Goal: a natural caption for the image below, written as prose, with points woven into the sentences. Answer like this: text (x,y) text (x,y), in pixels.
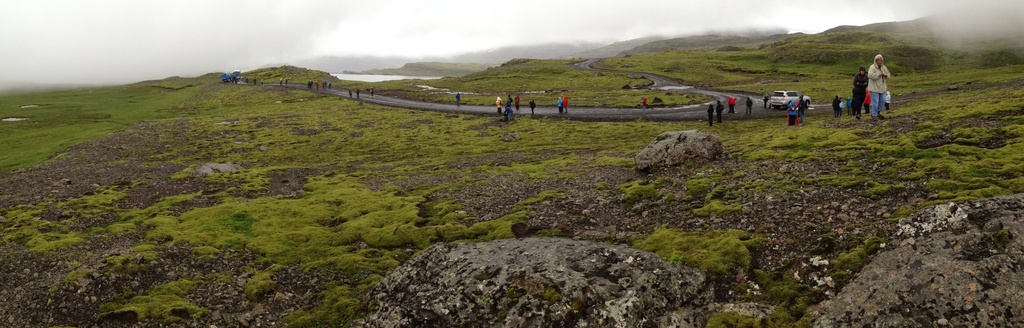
Here we can see grass (242,215) on the ground (470,191). In the background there are few people (501,99) standing and few are walking on the ground (770,125). On the right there is a vehicle (774,102) and we can also see water (354,75) and smoke (953,33) over here.
